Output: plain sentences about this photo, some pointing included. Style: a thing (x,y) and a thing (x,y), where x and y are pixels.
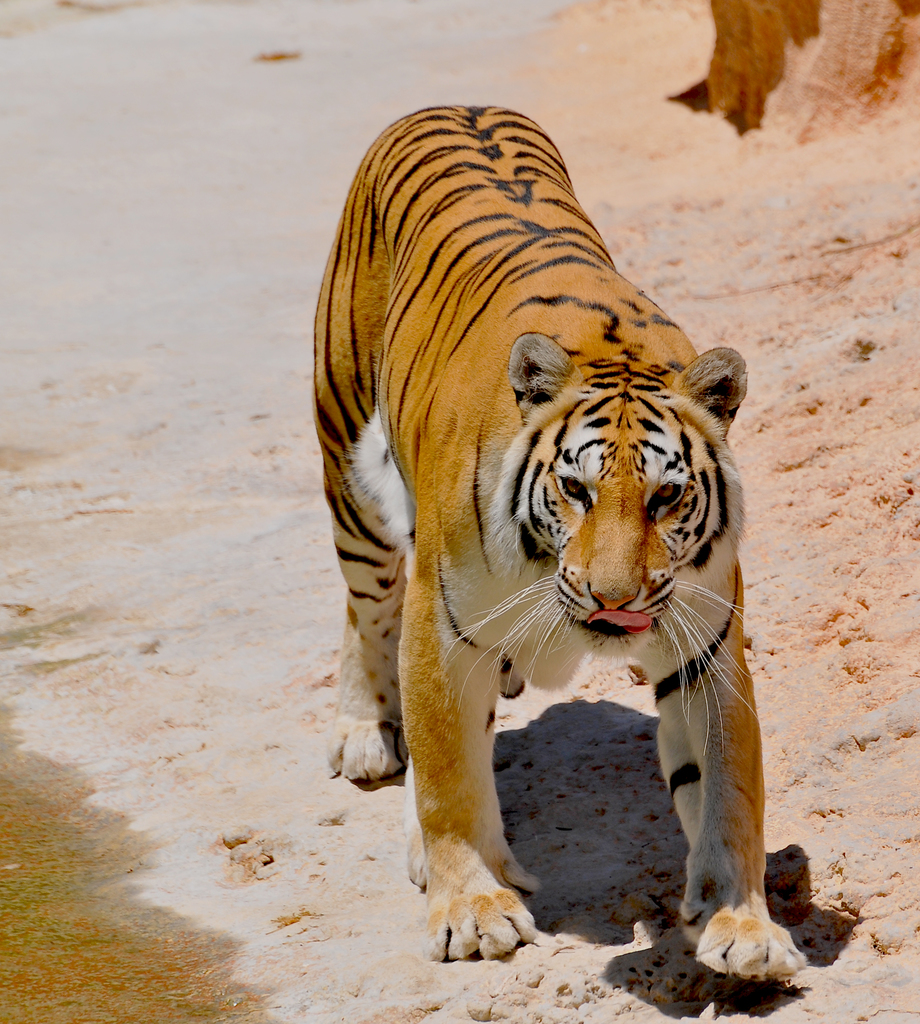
In this picture there is a tiger (442,621) walking on the ground (889,582). In the background (318,117) there is an open land (297,88). In the left side (83,970) we can observe some water (56,947) here.
